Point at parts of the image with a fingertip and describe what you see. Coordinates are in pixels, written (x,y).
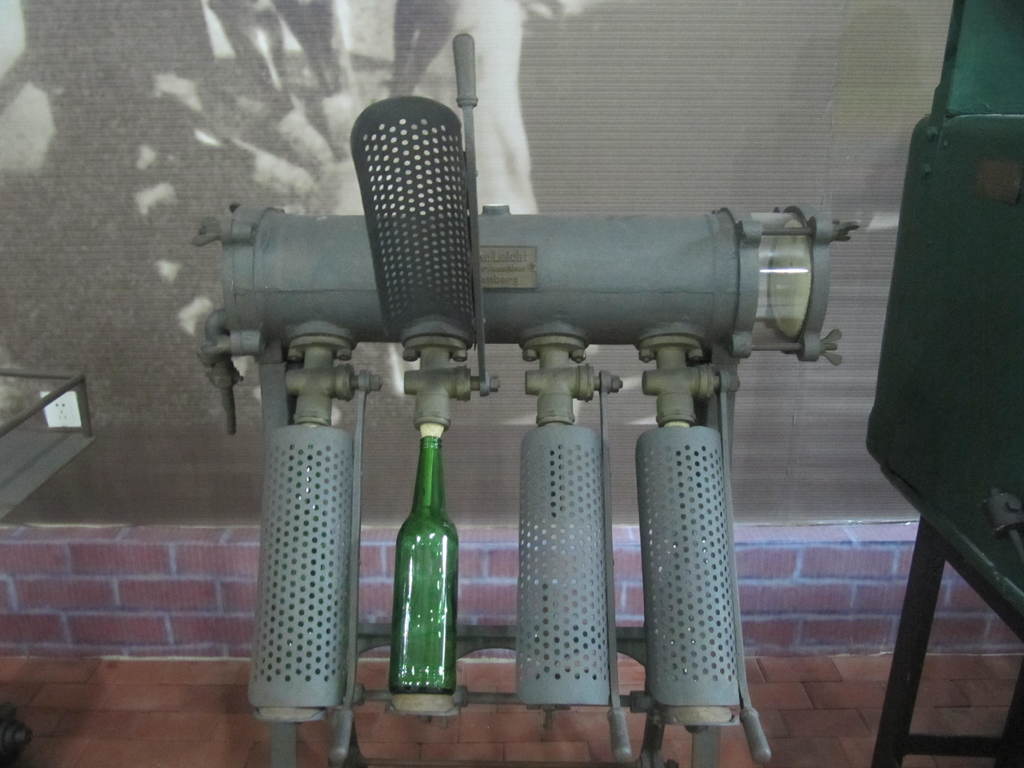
In this image In the middle (439,500) there is a bottle (409,521) and bottle stand (547,351). I think this is a bottle filling machine (660,299). In the background (626,350) there is a wall (127,271).
